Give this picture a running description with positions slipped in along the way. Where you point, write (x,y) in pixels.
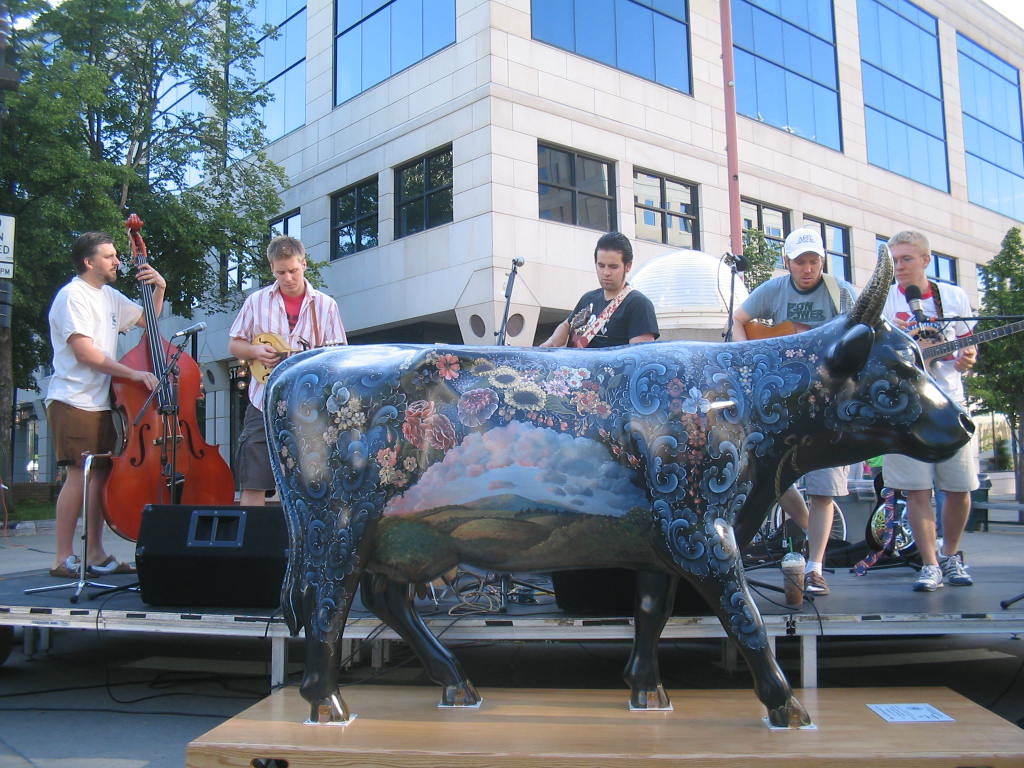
As we can see in the image there is a buffalo statue (482,511), sound box (259,564), guitar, few people (909,317) here and there, building (635,202) and trees (134,169).
